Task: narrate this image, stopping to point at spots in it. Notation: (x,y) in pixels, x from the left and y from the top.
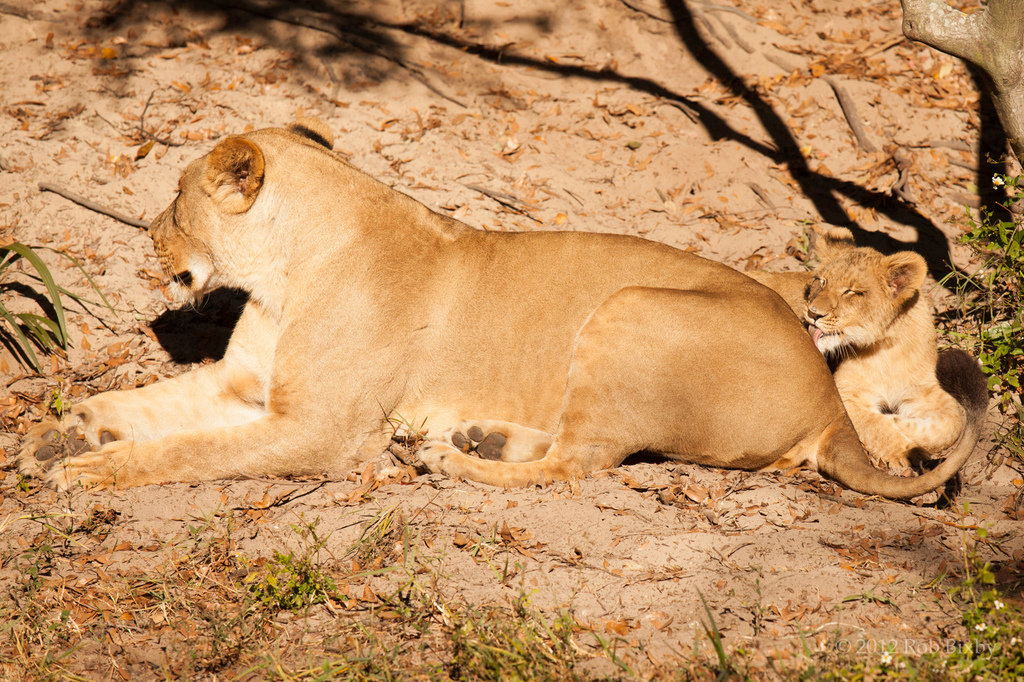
In this image we can see the animals (600,465), there are some plants (403,567) and leaves (12,649) on the ground (473,556), also we can see the trunk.
